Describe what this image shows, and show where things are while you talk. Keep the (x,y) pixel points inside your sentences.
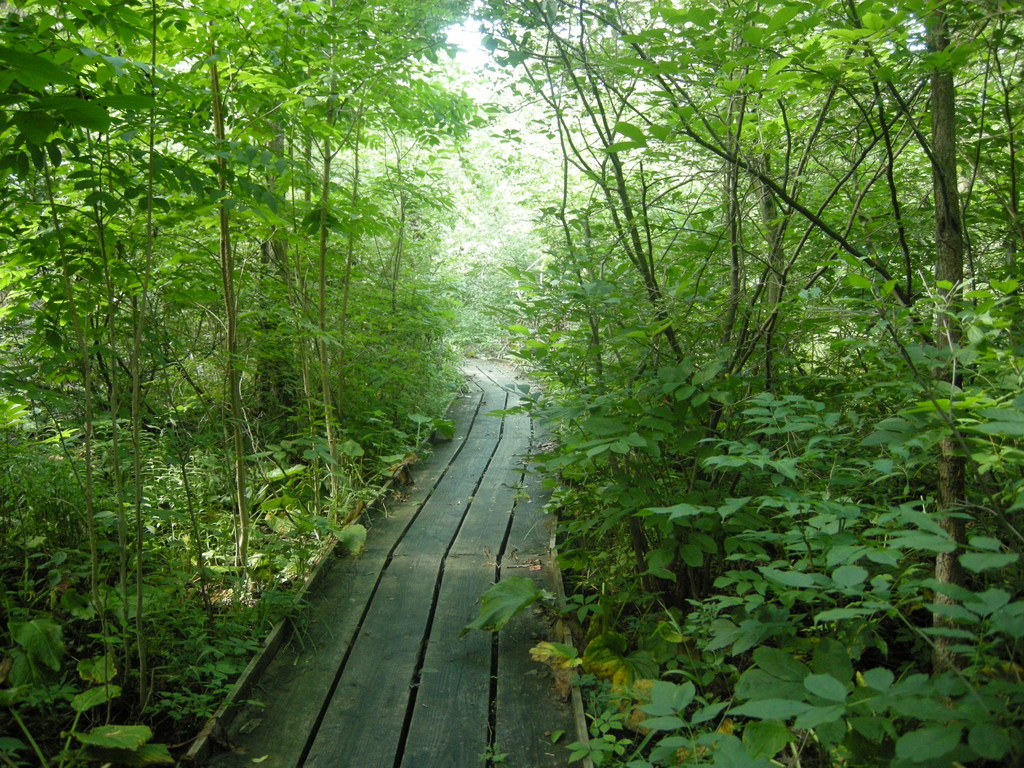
In this image there are plants (636,448), trees (700,116) and wooden walkway (482,523).
